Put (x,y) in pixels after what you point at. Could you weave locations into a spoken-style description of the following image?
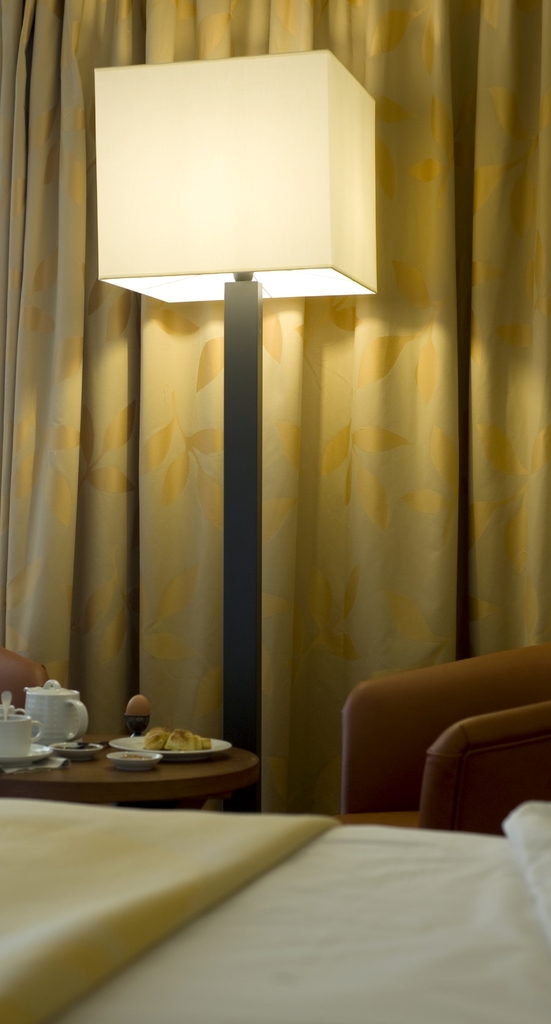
In this image I can see the bed (211,912). To the side of the bed (180,916) there is a couch (410,740) and table (212,795). I can see the plates (166,761), bowls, cups (0,743) and flask (60,733) on the table (108,746). There is a lamp (201,261) and curtain (184,555) in the background (197,517).
